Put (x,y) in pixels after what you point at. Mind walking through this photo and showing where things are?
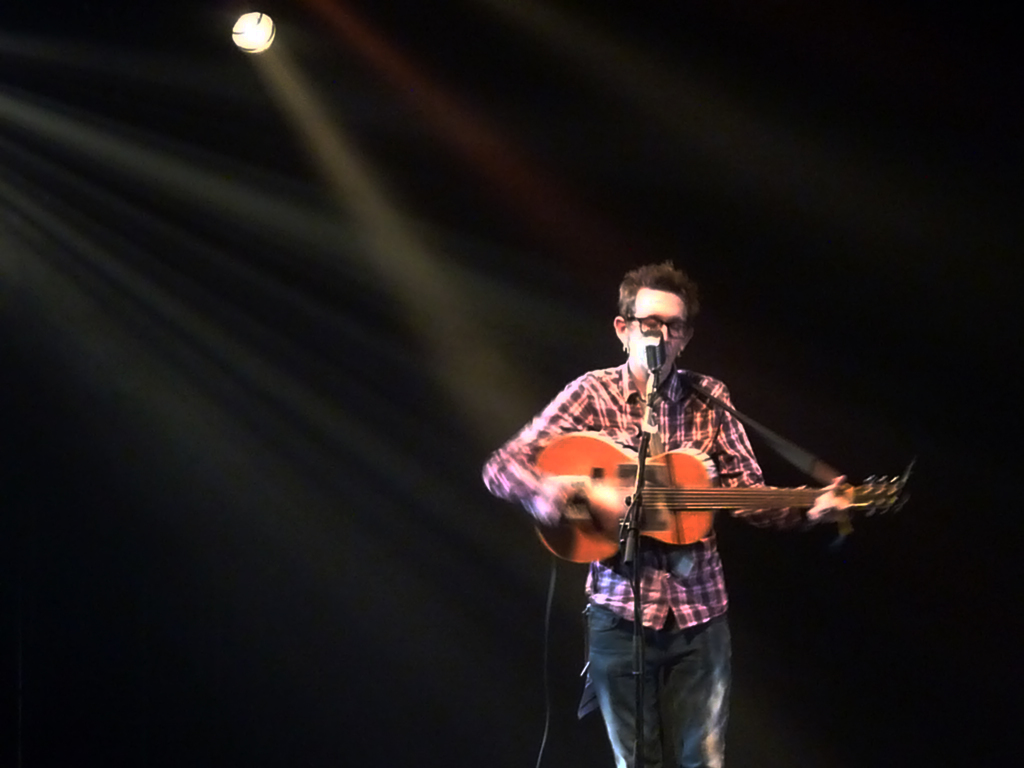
In this image, on the right side (720,648) there is a man (713,584) standing and holding a music instrument (799,501) which is in orange color, There is a microphone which is in black color, he is singing in microphone (649,390), in the background (537,409) there is a black color wall (467,200).
